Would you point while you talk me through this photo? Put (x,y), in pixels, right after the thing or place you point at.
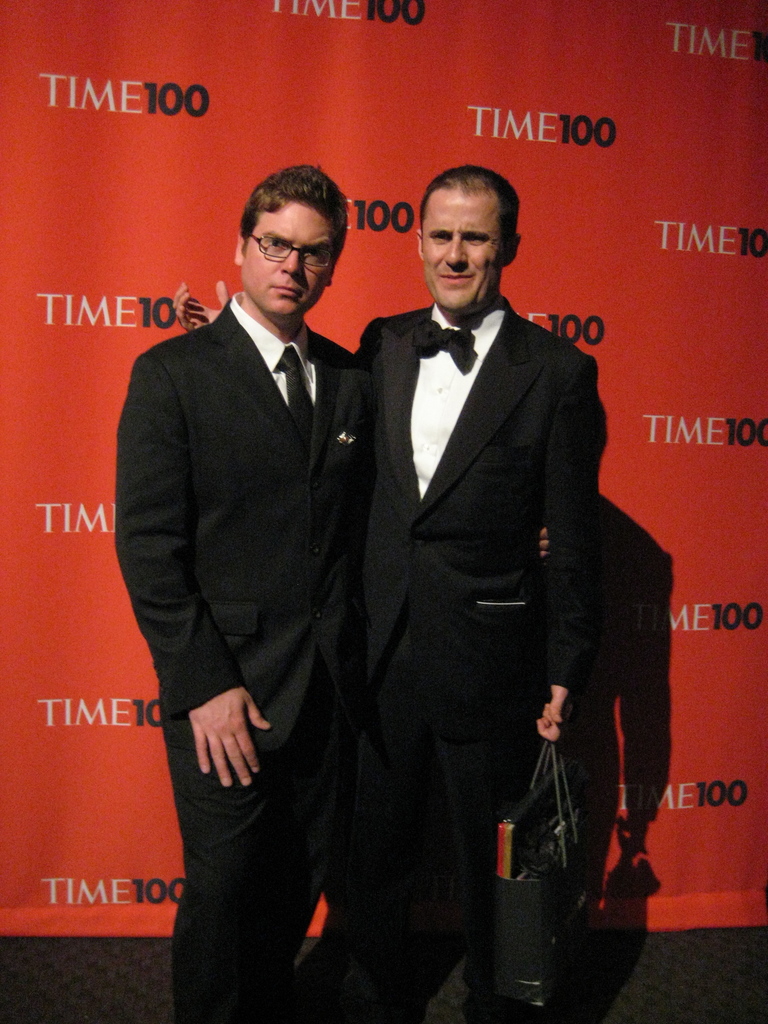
In this image there are two men (314,421) standing, there is a man (280,361) wearing spectacles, there is a man (469,474) holding an object (577,852), at the background of the image (608,913) there is a red colored cloth (704,538), there is text (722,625) on the cloth (627,357), there is a number (173,113) on the cloth (252,143).
